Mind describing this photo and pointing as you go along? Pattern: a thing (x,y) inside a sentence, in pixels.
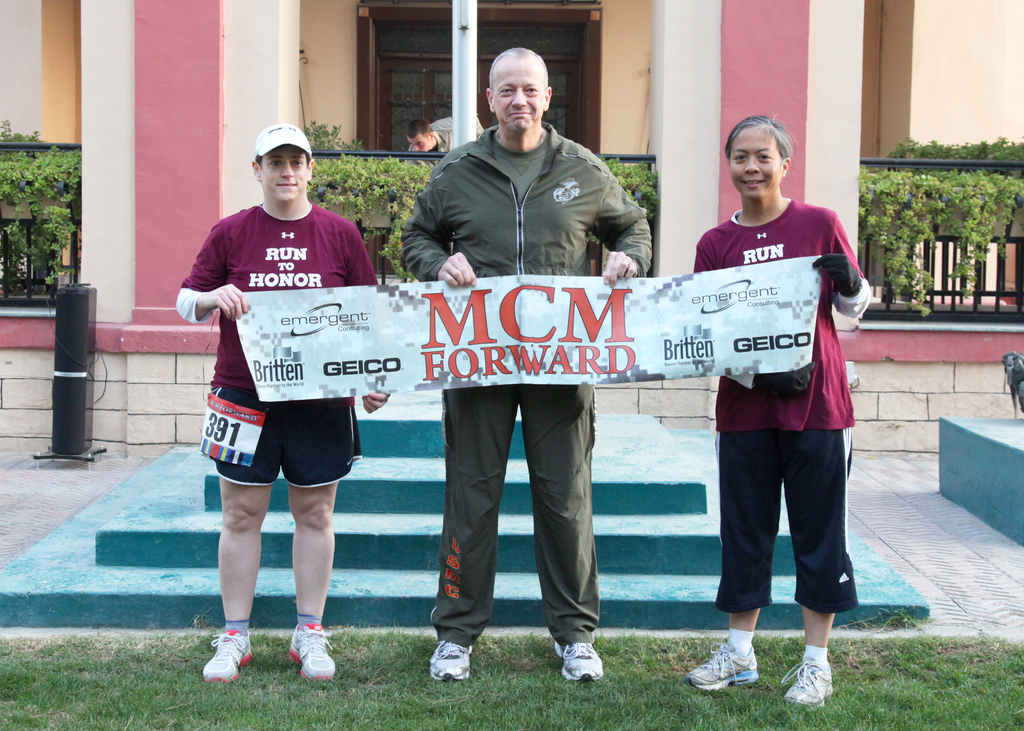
In the background (206,89) we can see door (443,58), pillars (108,204), plants (37,206), fence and a person (436,128). Here we can see people (842,279) standing holding banner (469,383) with their hands (838,264). At the bottom of the picture (564,705) we can see grass (437,692).
